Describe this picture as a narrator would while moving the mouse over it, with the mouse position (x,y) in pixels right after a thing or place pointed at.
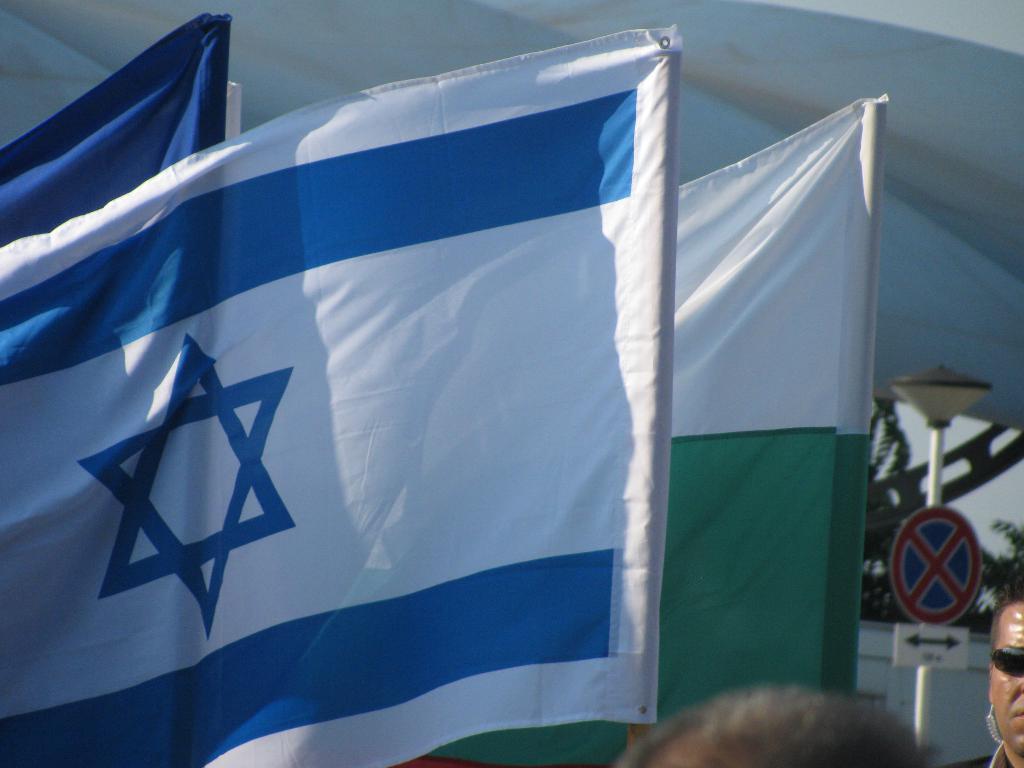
In this image we can see flags (469,351), pole (919,680), boards (975,565), wall (980,652), sky (978,527), branches (896,531), and two persons (1004,642) who are truncated. There is a white background (146,30).
